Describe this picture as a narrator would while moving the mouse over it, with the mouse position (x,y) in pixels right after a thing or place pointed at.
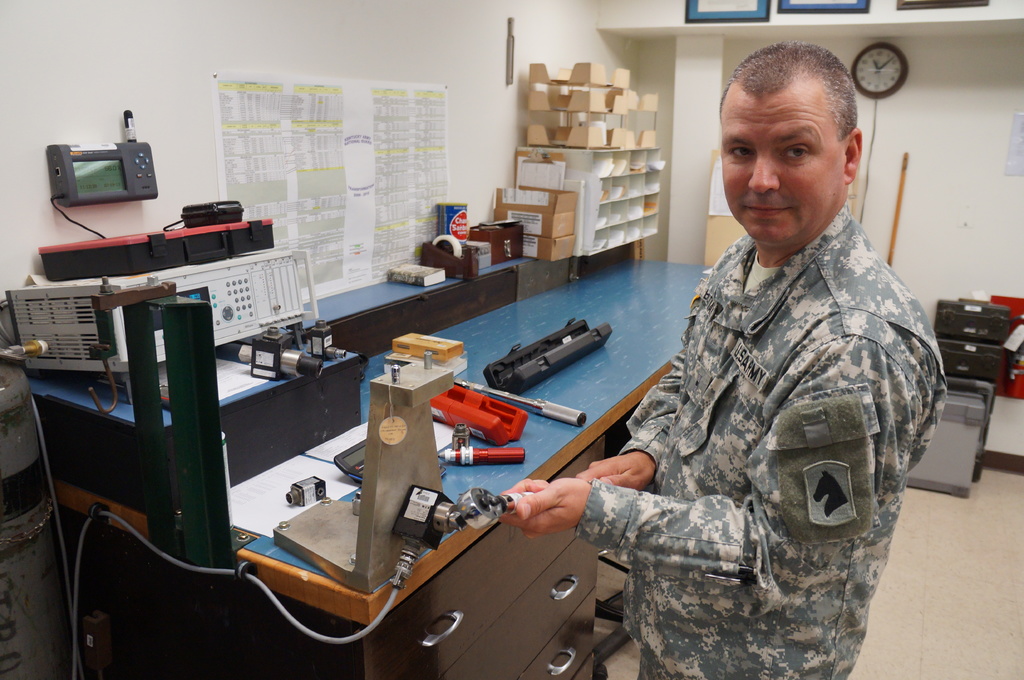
In this image, we can see a person (690,488) holding an object (476,517) and standing. We can also see a table (320,624) with some objects (335,523), a device (283,306). We can also see some wood (545,139). We can see the wall (416,82) with a poster (239,98), a device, frames (733,18) and a clock (892,71). We can also see the ground (892,549). We can see some boxes (942,312). We can also see a yellow colored object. We can see a cylinder (27,677) on the bottom left (59,640).
